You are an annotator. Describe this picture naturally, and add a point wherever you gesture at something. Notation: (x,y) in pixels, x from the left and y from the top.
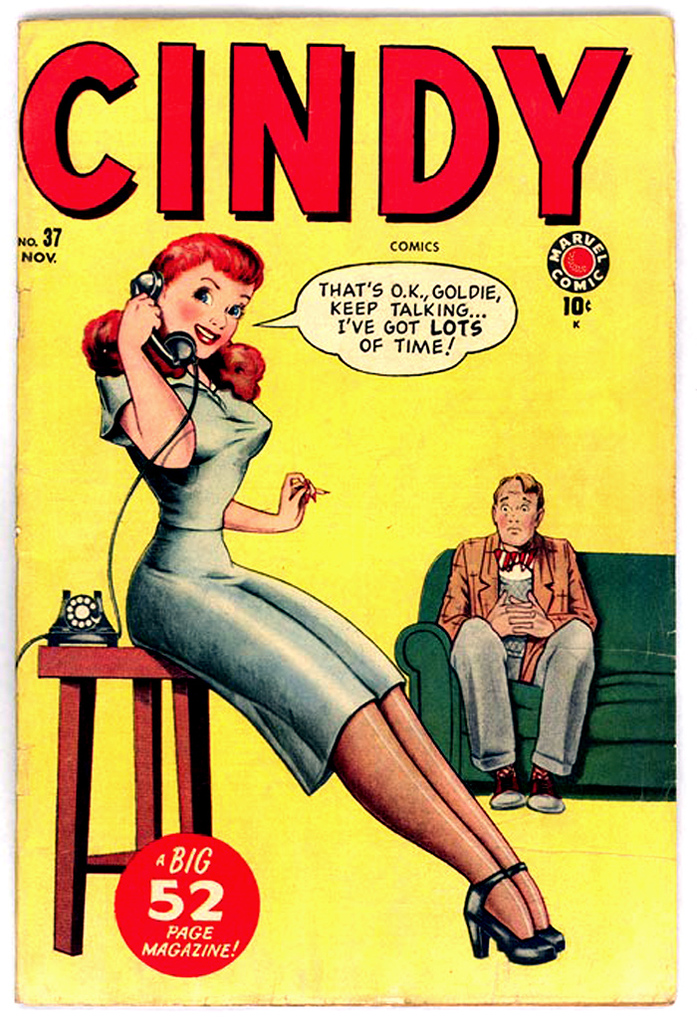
This is a poster (235,263). On this poster (268,576) we can see a man (576,648) sitting on the sofa (654,788). There is a woman (190,305) sitting on a stool (191,680) and talking on the phone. There is text (575,188) written on it.
